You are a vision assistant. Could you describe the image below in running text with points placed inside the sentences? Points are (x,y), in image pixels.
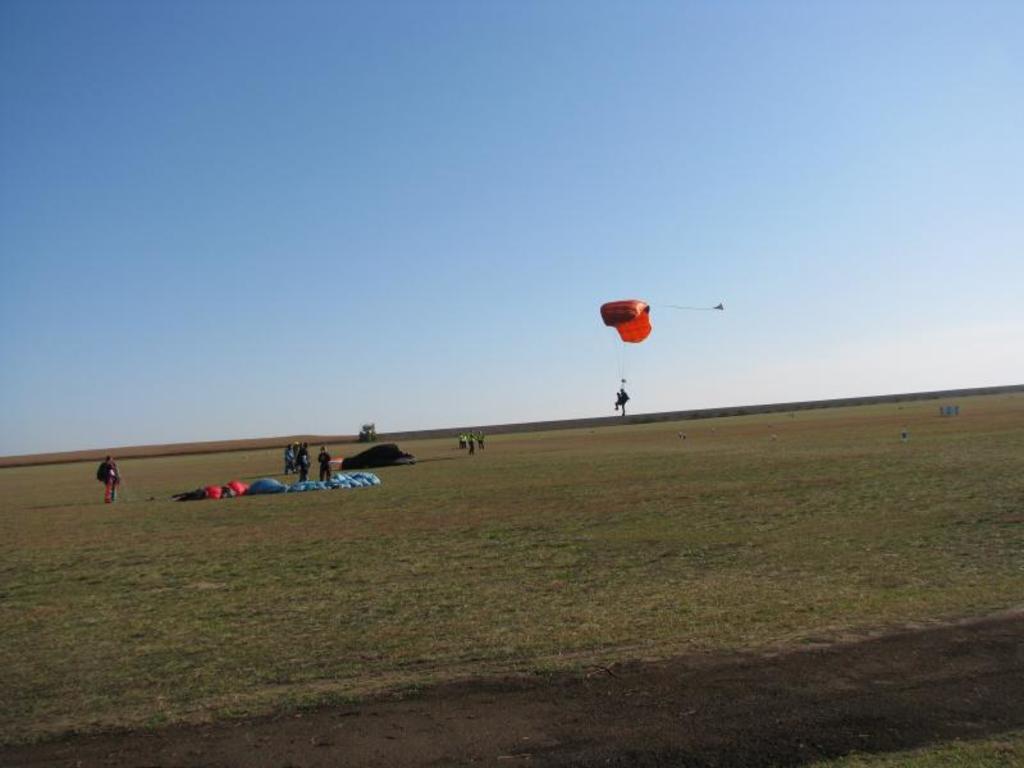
In this image I can see an open land (643,589). There are few persons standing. I can see a parachute (616,308). In the background (399,277) I can see the sky (465,279).
